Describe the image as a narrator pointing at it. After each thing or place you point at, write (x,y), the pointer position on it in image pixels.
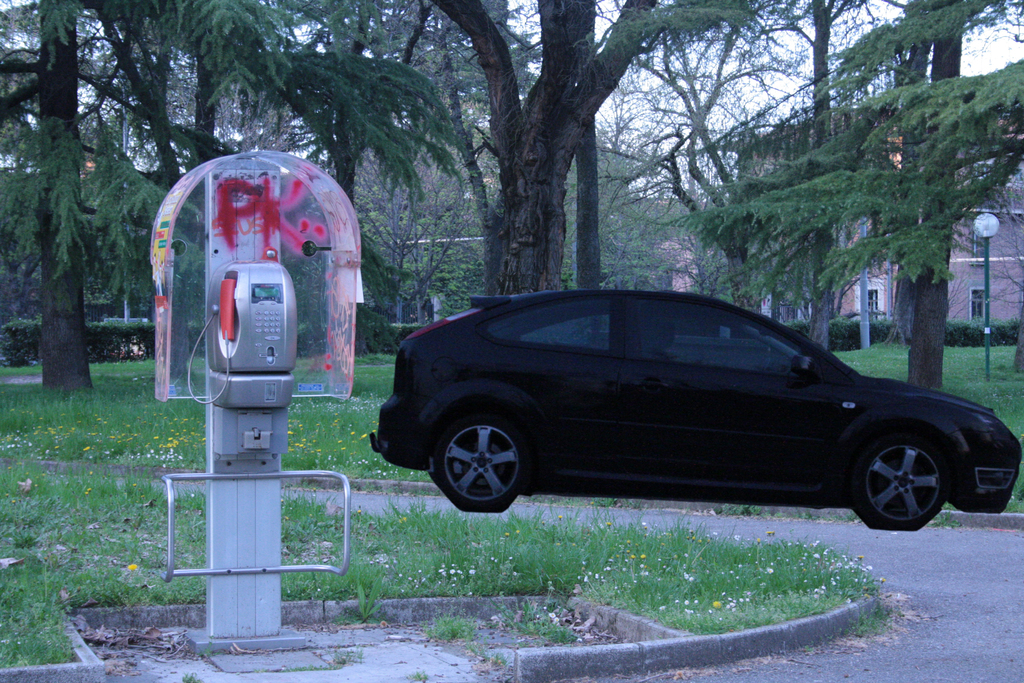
This image consists a car (612,430) in black color. To the left (232,499), there is a telephone (243,434). At the bottom (694,628), there is green grass (659,580). In the background (599,205), there are many trees (602,146).
